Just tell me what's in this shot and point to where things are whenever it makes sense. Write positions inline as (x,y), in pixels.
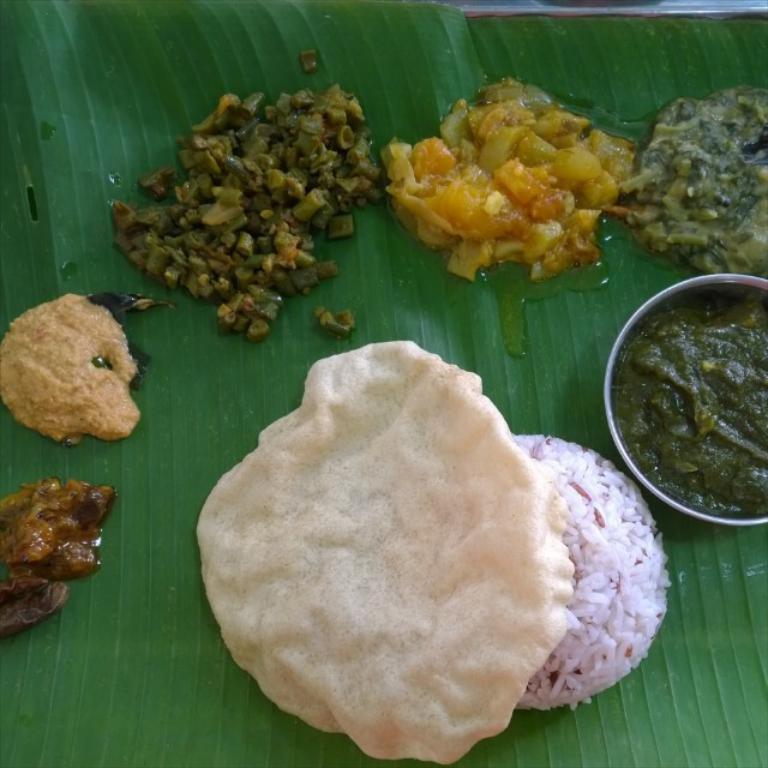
This picture shows curries (322,271) and rice (527,453) and some food (644,344) in the bowl (696,340) in the banana leaf (424,343).
